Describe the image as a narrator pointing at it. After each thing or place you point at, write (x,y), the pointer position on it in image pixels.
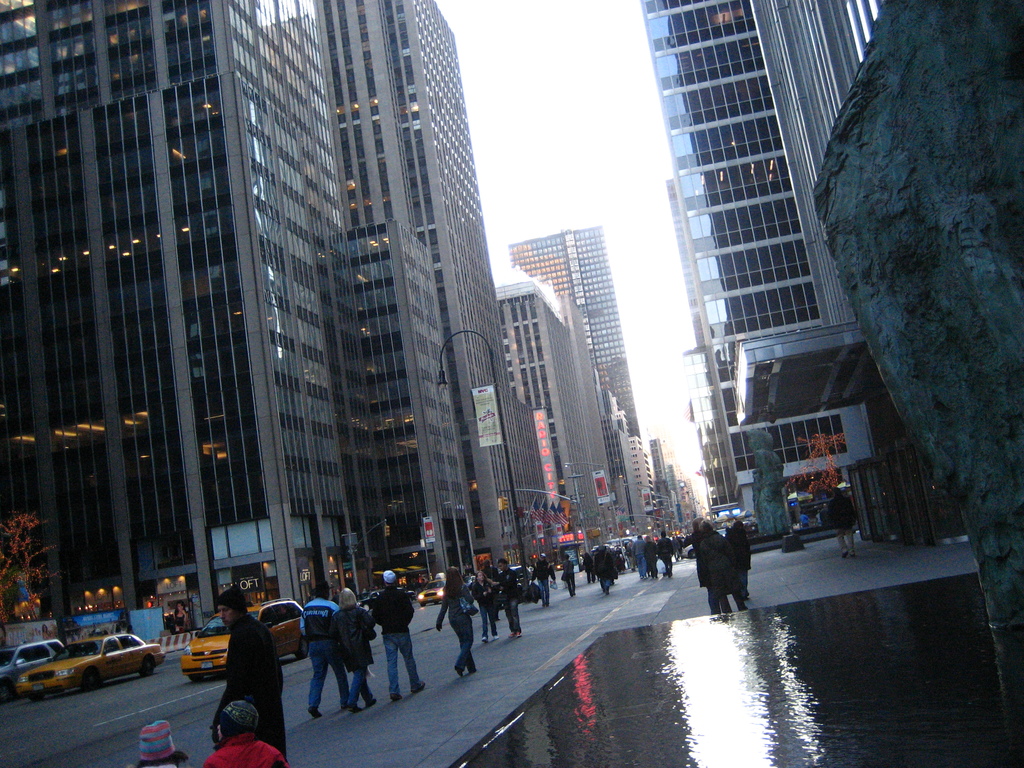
In this picture we can see few people (339,654) are walking on the road (101,694) and also few vehicles (373,599) are on the road (433,610), around we can see buildings (397,301) and trees (37,525).
